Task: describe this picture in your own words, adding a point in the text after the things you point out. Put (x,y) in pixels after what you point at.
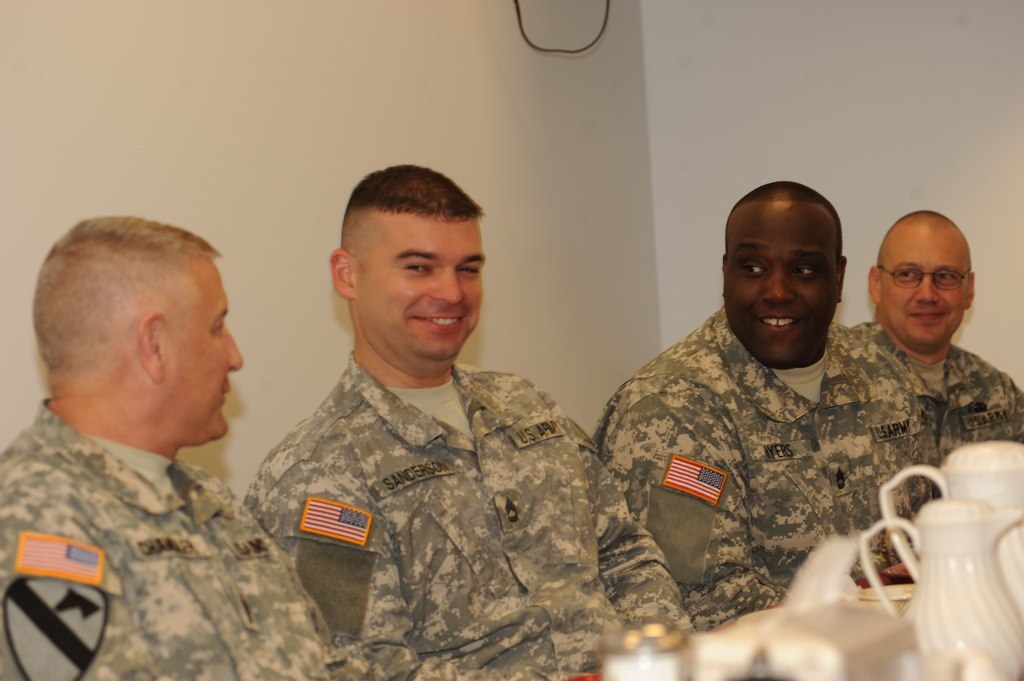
In this picture there are men (486,539) sitting and smiling, in front of these men (772,383) we can see jars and objects (809,679). In the background of the image (665,99) we can see cable (545,50) and wall (748,59).
